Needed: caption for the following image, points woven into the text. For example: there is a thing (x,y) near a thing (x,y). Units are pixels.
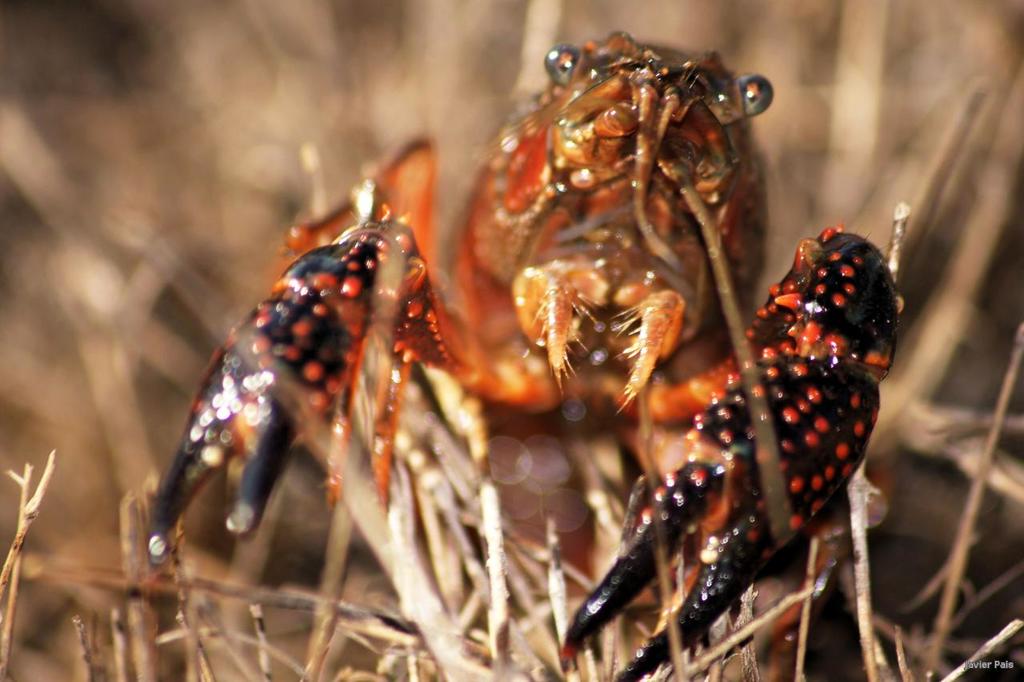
In this image, we can see a crayfish (497,262). We can also see some grass (856,603) and the background (1013,192) is blurred.
